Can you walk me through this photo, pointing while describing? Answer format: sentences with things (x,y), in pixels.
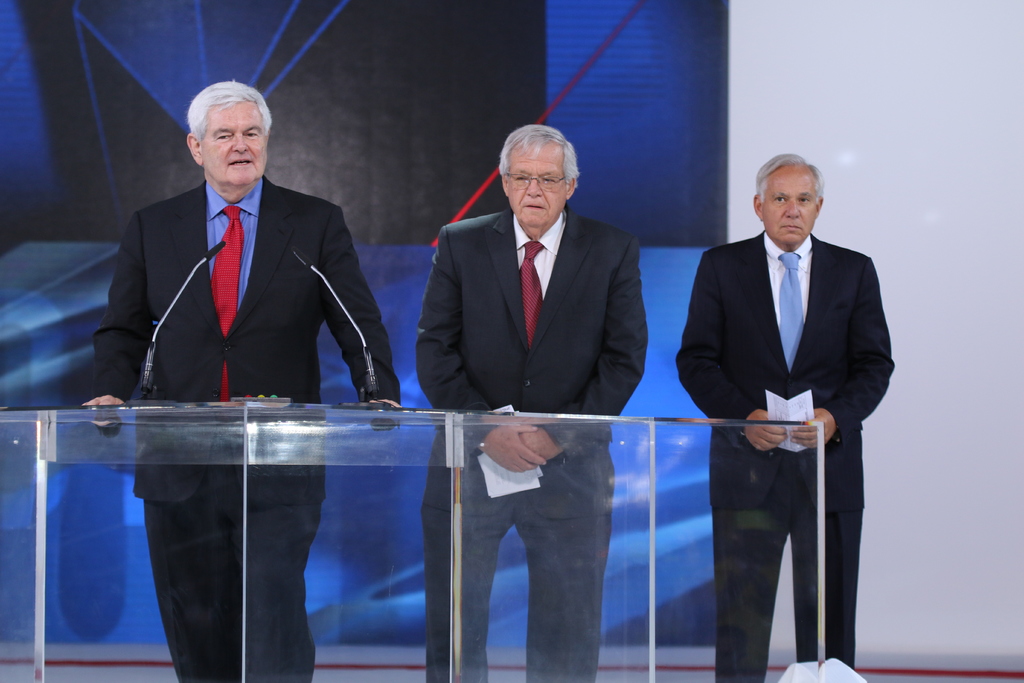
This picture describe about the old man (278,327) wearing a black color coat (263,281) with red color tie (235,269) standing on the stage (319,660). In front (300,650) we can see transparent speech desk (105,434). In the background (93,119) we can see blue and white color banner (607,114).
